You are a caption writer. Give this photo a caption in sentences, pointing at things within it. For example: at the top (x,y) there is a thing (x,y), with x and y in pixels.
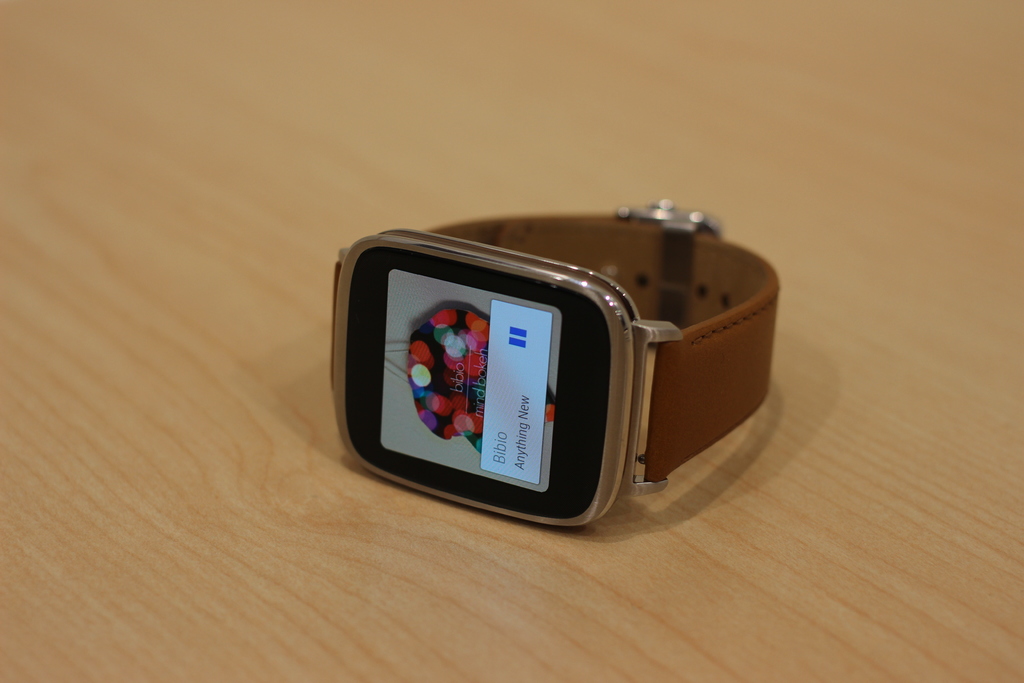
We can see watch (457,268) on the wooden surface (261,584).
